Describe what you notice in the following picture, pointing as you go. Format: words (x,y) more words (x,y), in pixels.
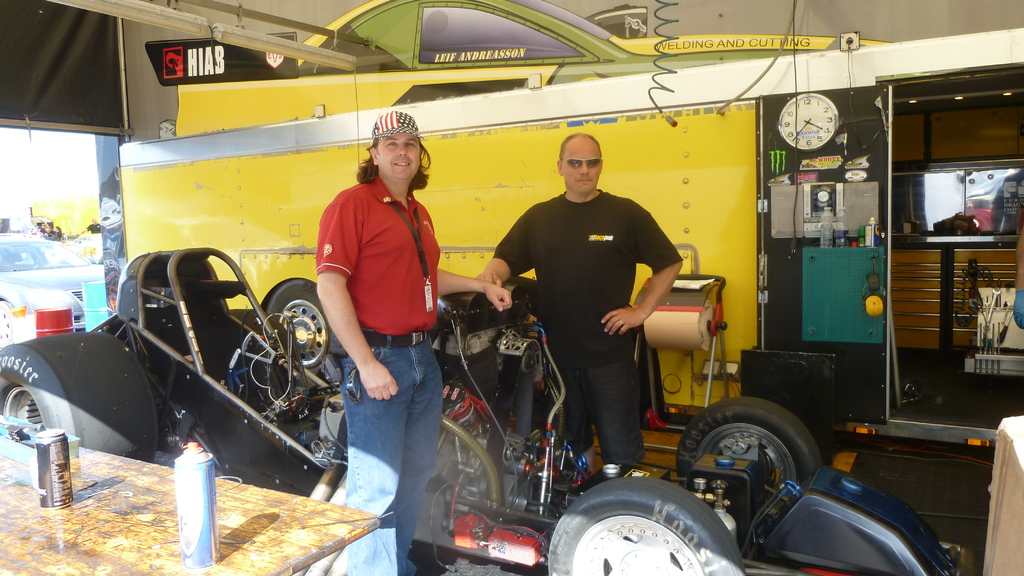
In this picture we can see two men (356,279) standing and smiling, vehicles (164,288), bottles (57,493), clock (786,130), tables (270,510), posters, barrels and some objects (792,221).
